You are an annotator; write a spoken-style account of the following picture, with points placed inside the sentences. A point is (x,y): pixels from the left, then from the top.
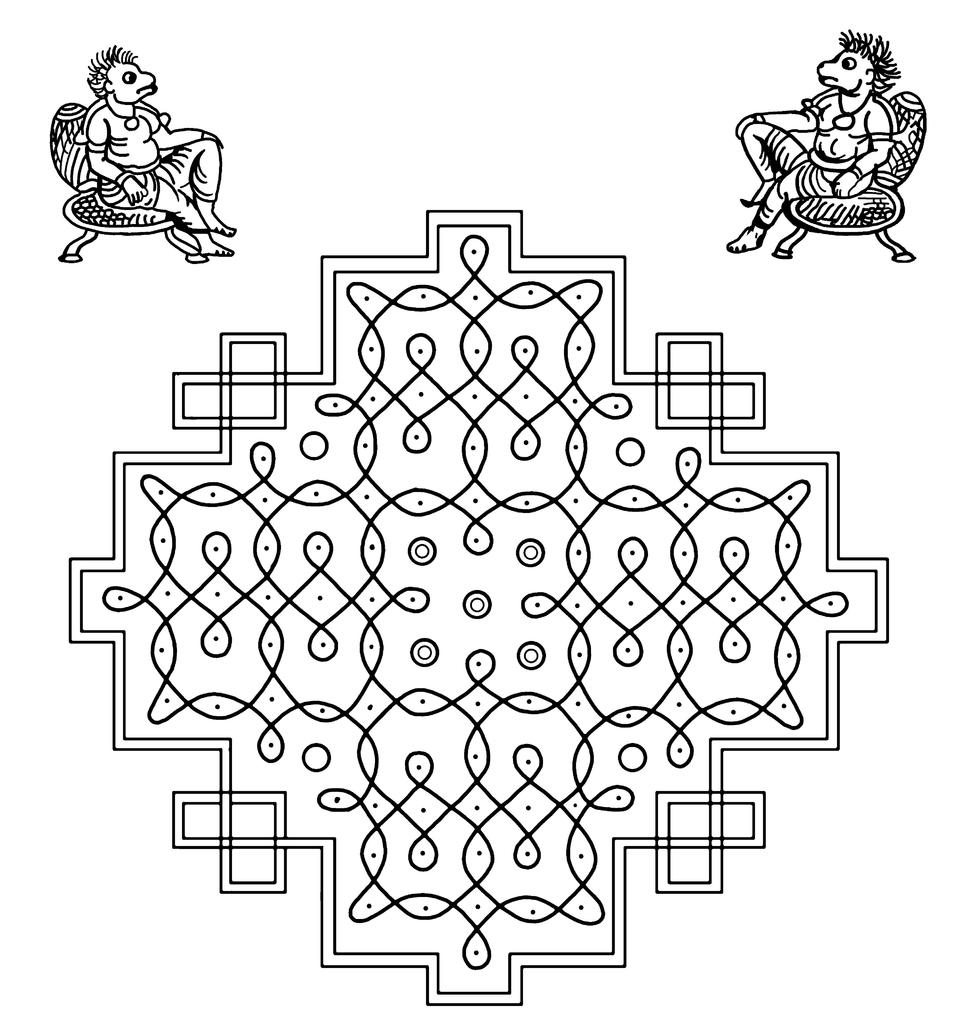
In this image I can see an art (286,357) and on the top side of this image (225,248) I can see two cartoon characters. I can also see color of this image is black and white.
